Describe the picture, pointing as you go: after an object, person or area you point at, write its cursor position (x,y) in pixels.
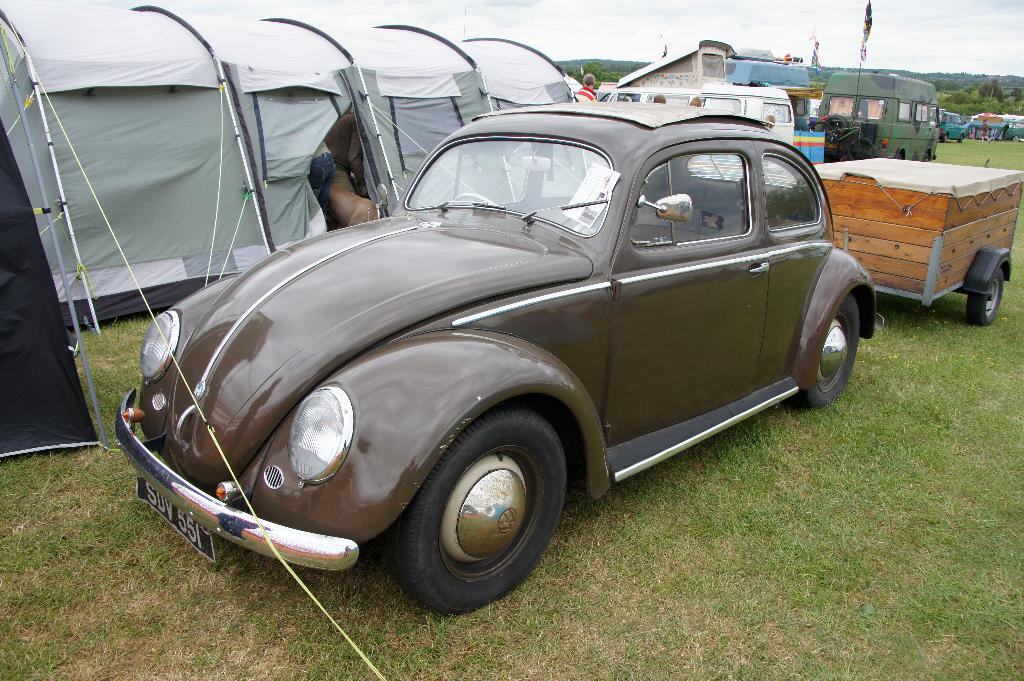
In this picture we can see there are vehicles (801,158), tents (364,90), people (583,99) on the grass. Behind the vehicles (759,101), there are trees (1011,103) and the sky (707,30).
